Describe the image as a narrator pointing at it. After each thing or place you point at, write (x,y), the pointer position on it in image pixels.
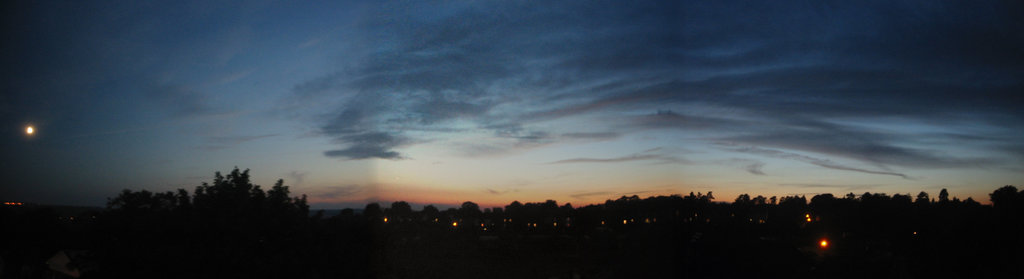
In the center of the image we can see trees (523,229) and lights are present. At the top of the image (594,38) clouds (521,113) are present in the sky (470,117). On the left side of the image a moon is present.
